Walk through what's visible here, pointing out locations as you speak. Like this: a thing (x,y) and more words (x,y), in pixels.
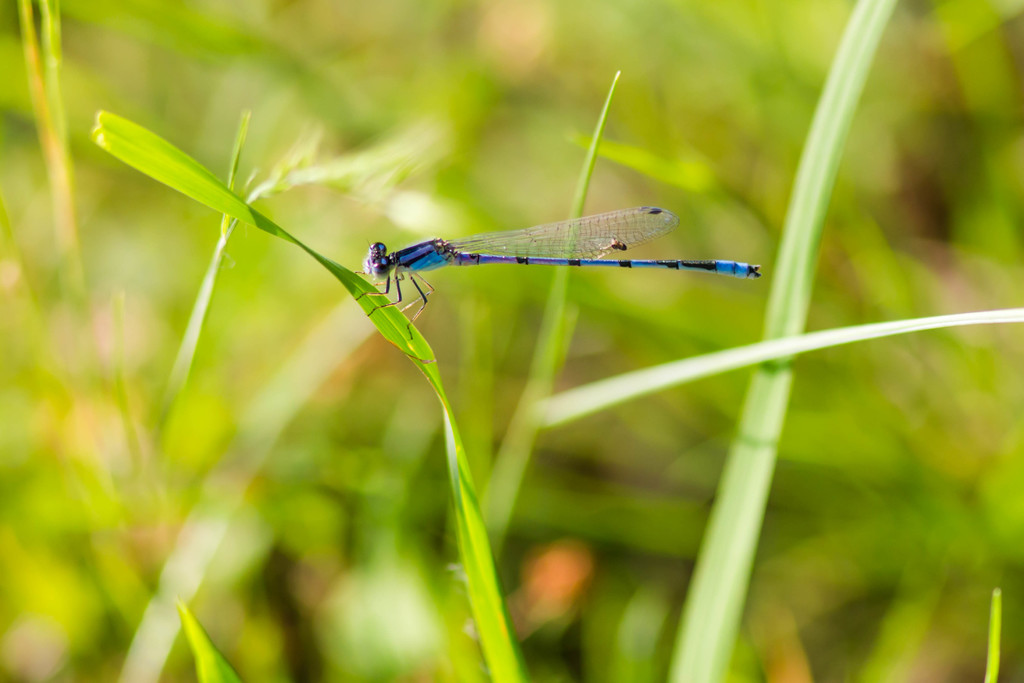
In this picture we can see leaves (732,464) in the front (732,464), there is a dragonfly (418,258) here, we can see a blurry background (929,185).
